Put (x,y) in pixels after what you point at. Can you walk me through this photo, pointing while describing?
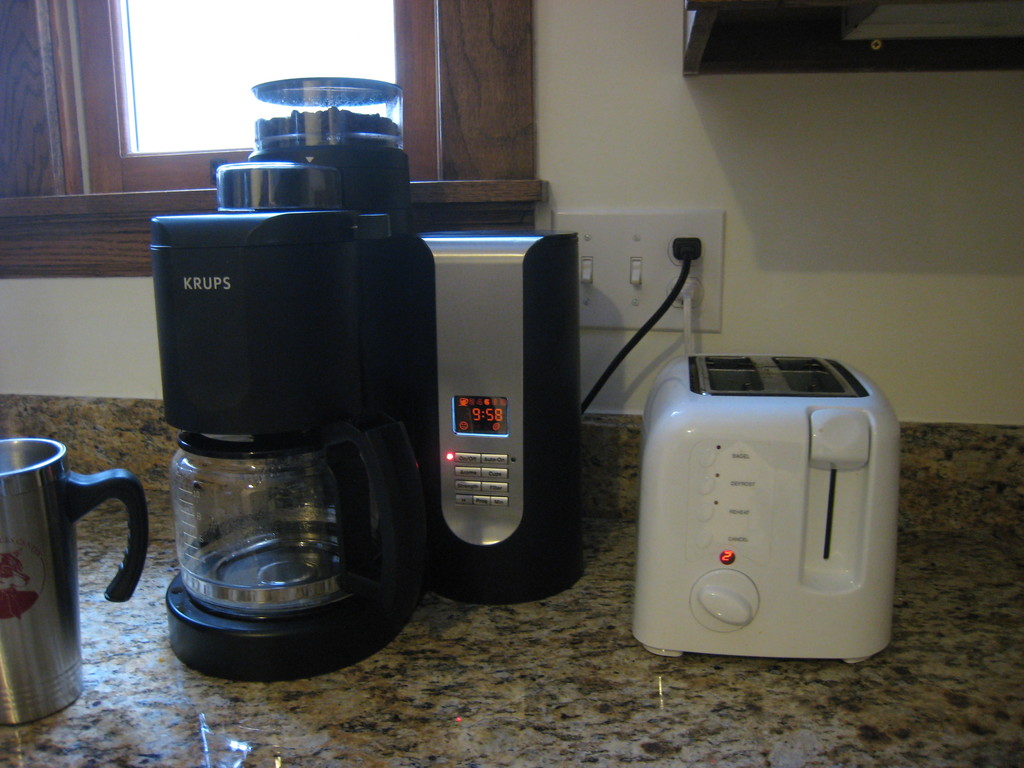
In this picture we can see a window (327,46), the wall (638,84), socket switch board (635,224). We can see a bread toaster (792,508) and a digital coffee maker (492,301) with a jar (189,499) and a cup (12,696) on the kitchen platform (407,699).
